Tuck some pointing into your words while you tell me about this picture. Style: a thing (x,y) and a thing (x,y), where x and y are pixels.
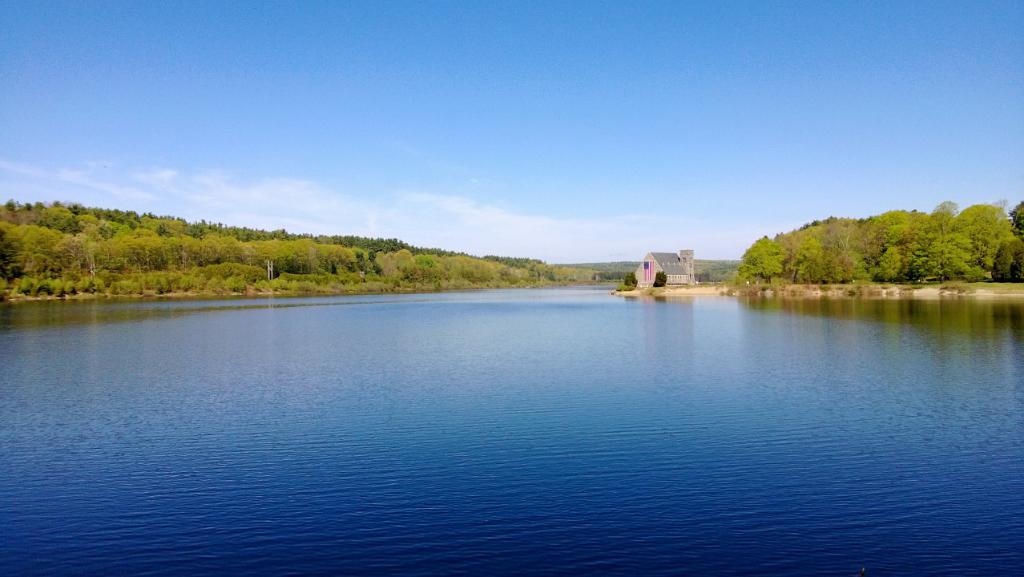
In this image at the center (630,337) there is river (571,426) and at the background (296,268) there are trees (342,251), buildings (694,261) and sky (584,82).
